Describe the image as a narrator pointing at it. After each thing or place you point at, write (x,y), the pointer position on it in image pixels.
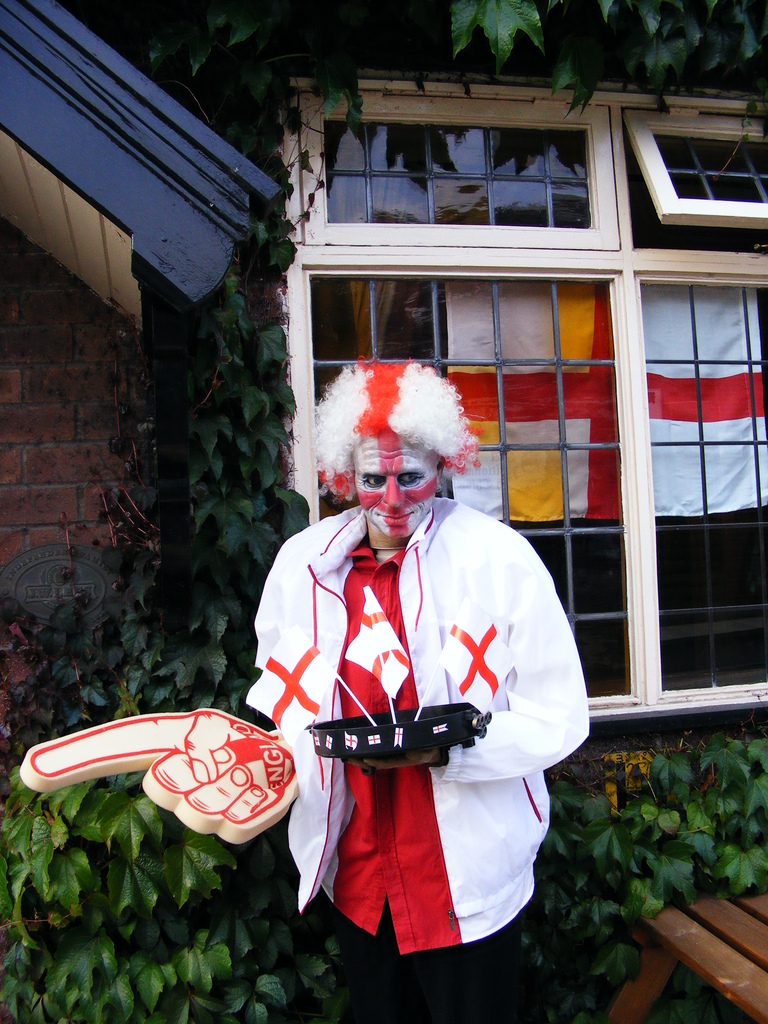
In this picture we can see a man (347,518), flags (487,645), wooden object (686,933), some objects (263,792) and in the background (255,305) we can see clothes (723,361), windows (472,365), plants (245,312), wall (51,448).
